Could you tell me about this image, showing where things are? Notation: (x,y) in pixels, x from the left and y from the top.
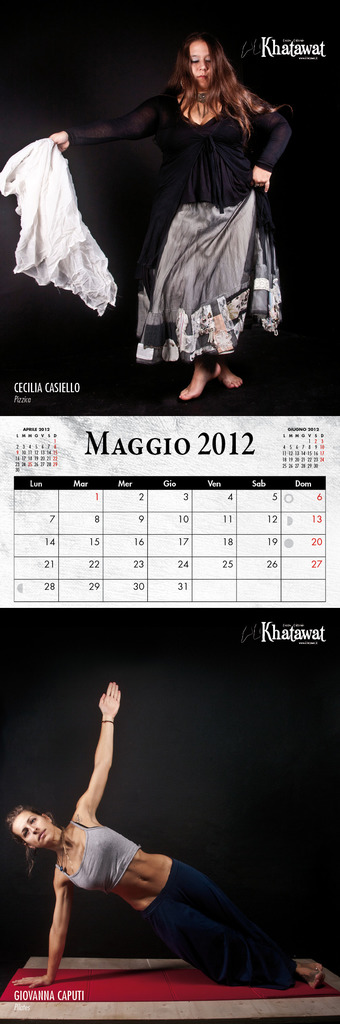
In this image we can see a calendar (167,505). At the top (180,252) and bottom there are images (143,891) of ladies (162,860). In the background of the images (162,352) it is dark. Also there is text (63,388) on the images (193,677).
